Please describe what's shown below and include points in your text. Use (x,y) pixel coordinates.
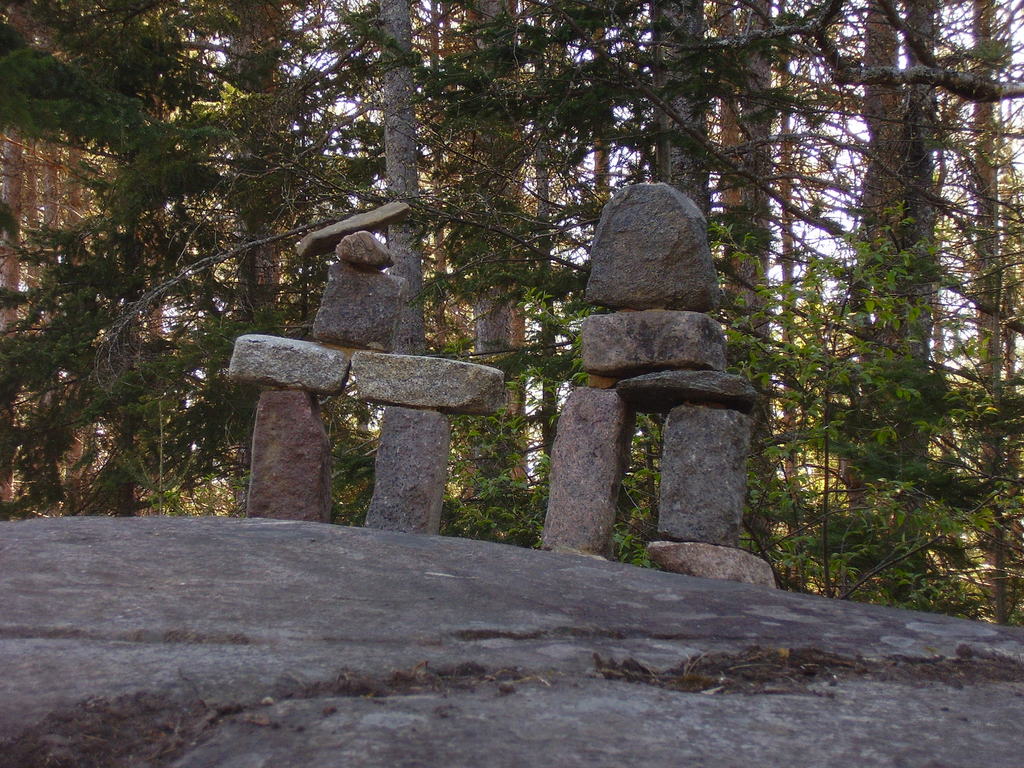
In this picture we can see few rocks (433,390) and trees (412,239).
